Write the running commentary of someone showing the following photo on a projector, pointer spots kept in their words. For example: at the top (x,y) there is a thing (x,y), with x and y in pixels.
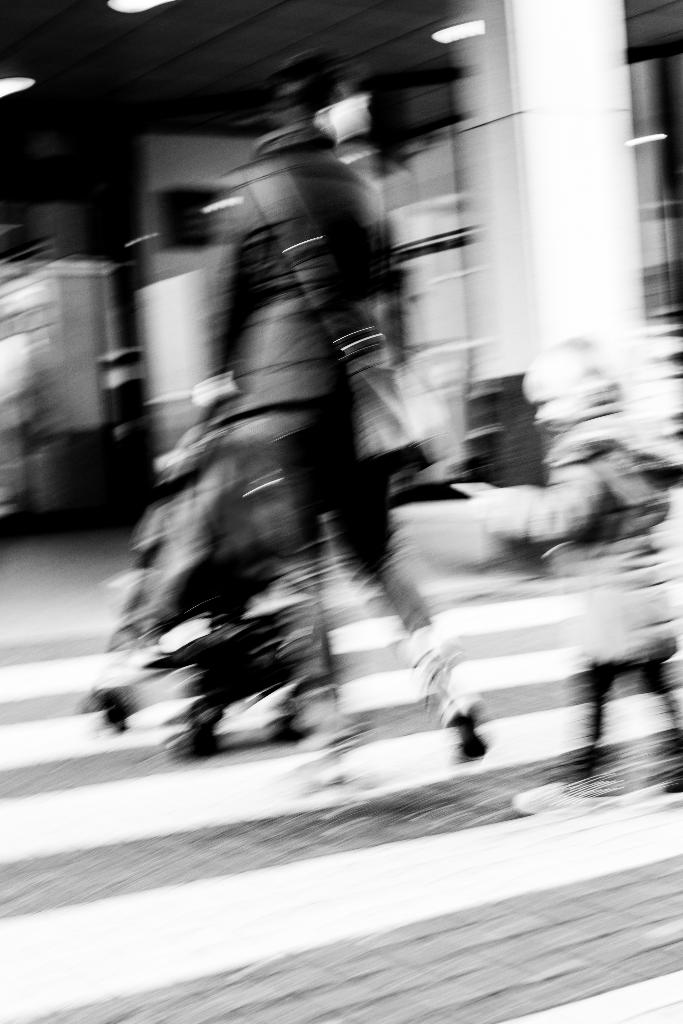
This picture is blur, in this picture we can see people (287,382), stroller (264,581), lights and objects (27,283).
